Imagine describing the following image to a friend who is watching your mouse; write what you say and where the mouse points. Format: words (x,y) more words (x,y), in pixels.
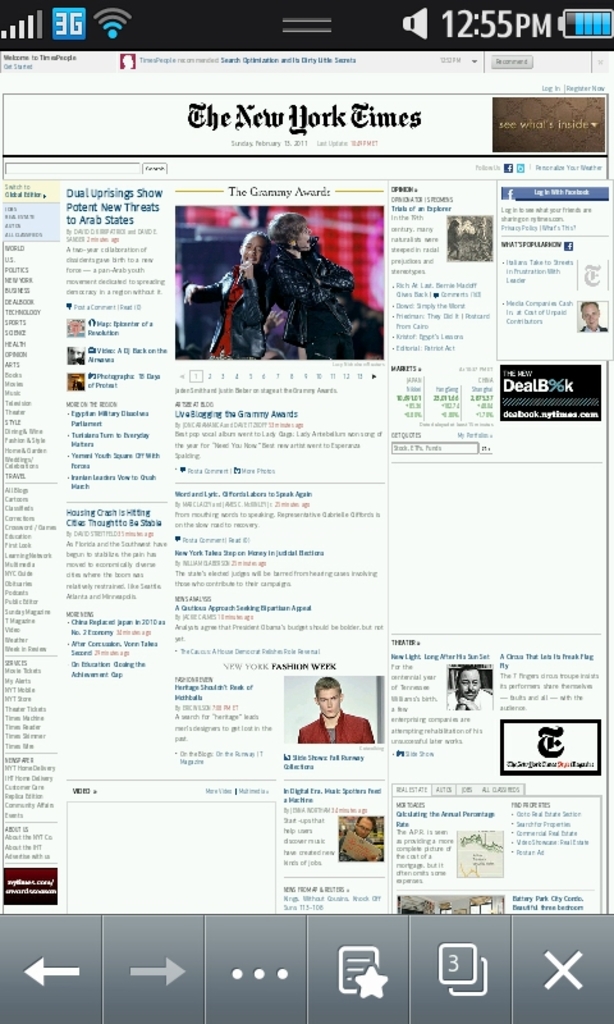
In this picture, we see text (188,618) written in English language. In the middle of the picture (353,345), we see the image of two people (292,235). In this image, we see the man (324,260) in black jacket (310,296) is performing on stage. Beside him, the other person (247,302) in black jacket (255,305) is holding a microphone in his hand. At the top of the picture (321,122), we see text (241,124) which is written as "The New York Times".
